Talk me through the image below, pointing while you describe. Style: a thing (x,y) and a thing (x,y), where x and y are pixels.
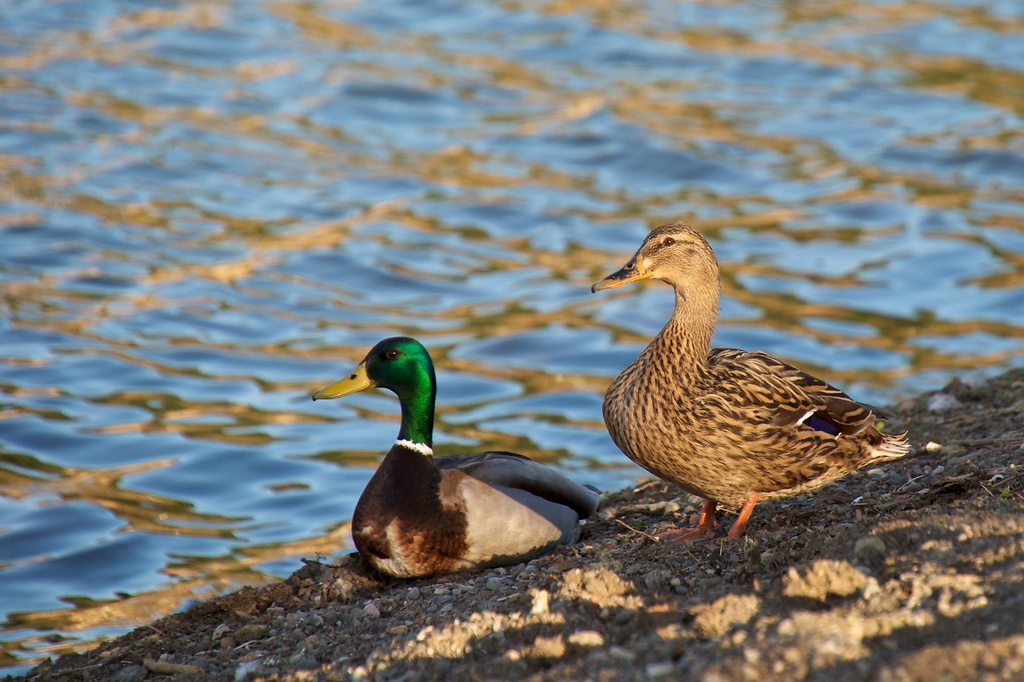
In this image we can see two birds (644,469) on the ground (688,576) and water (661,217) in the background (415,239).
